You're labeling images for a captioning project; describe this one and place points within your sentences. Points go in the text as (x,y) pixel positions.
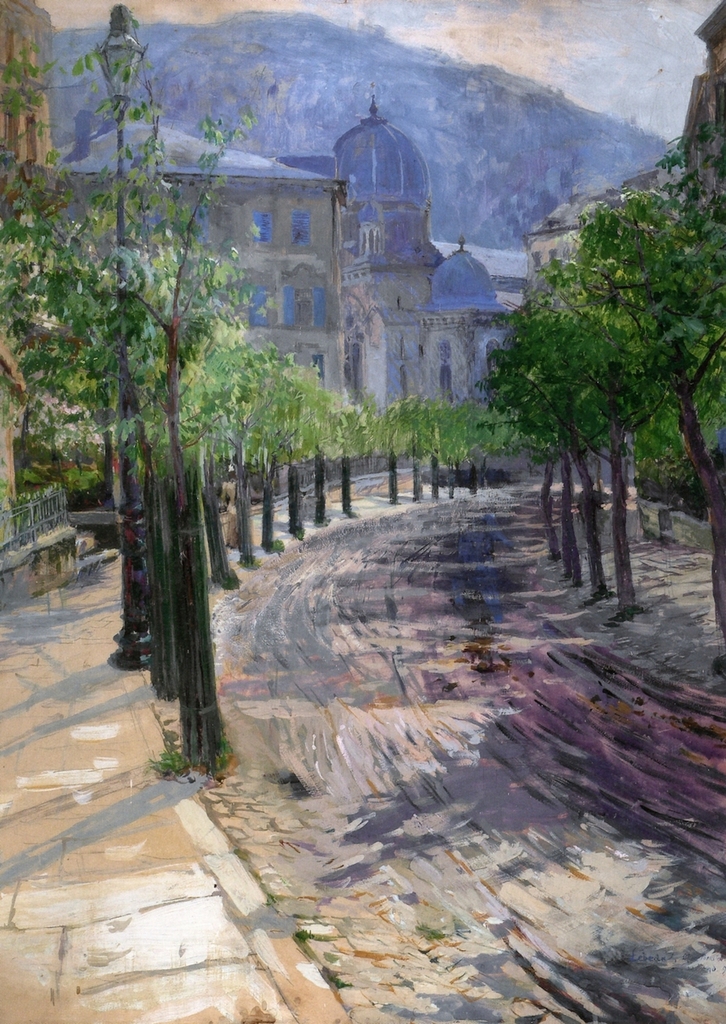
This image is a painting. There are trees (207,634). There is a road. There are buildings (349,353) at the background of the image (404,320).
